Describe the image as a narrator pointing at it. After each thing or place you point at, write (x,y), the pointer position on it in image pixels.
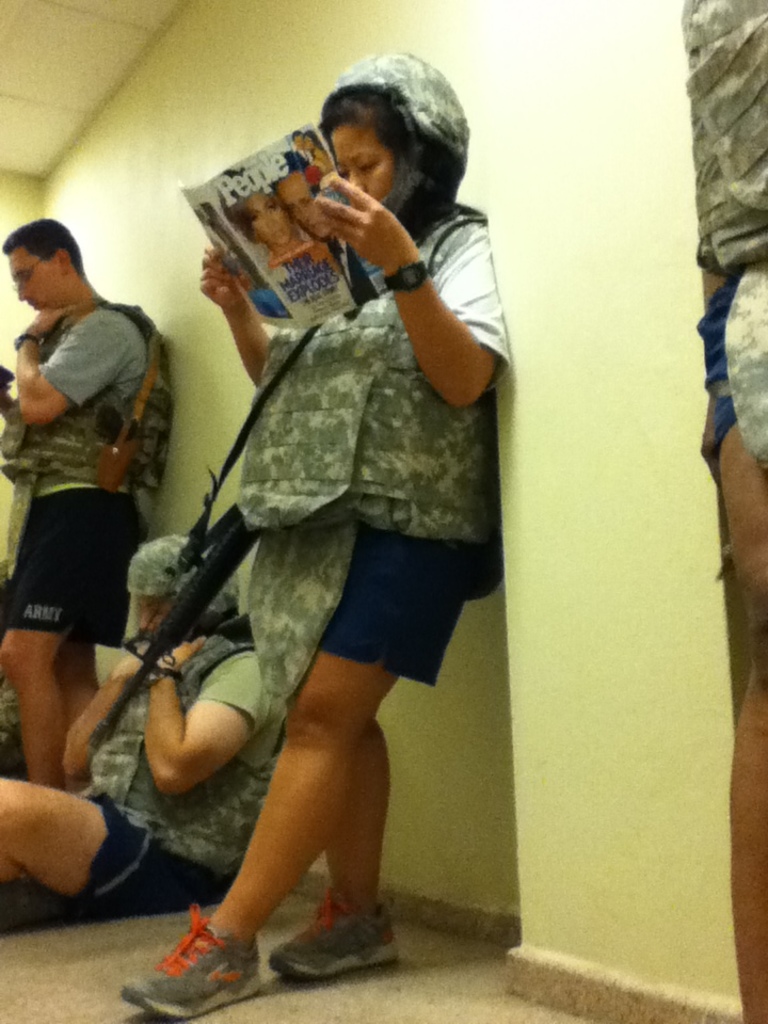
In this image there are three people (293,464) standing and a person (109,875) sitting on the floor (79,962). They are wearing jackets (158,411). The woman (441,417) in the center (361,386) is holding a magazine (285,241) in her hand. Behind them there is a wall (207,142).
